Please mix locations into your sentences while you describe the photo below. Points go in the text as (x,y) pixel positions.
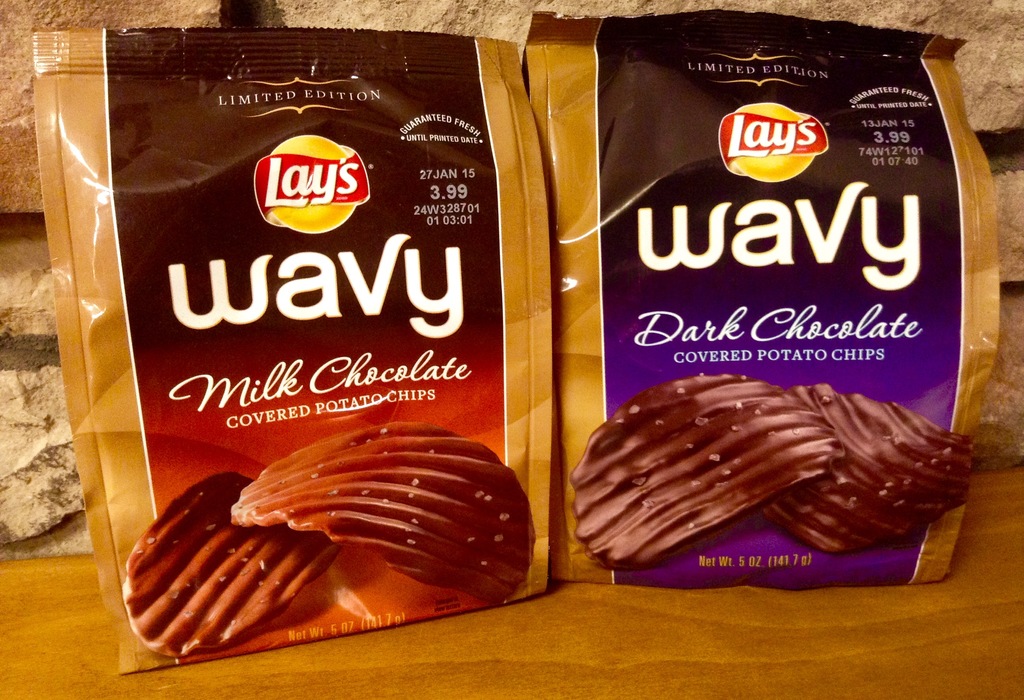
In this image there are packets (548,352) with some text (316,262) written on it. In the background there is a wall (1012,233).
